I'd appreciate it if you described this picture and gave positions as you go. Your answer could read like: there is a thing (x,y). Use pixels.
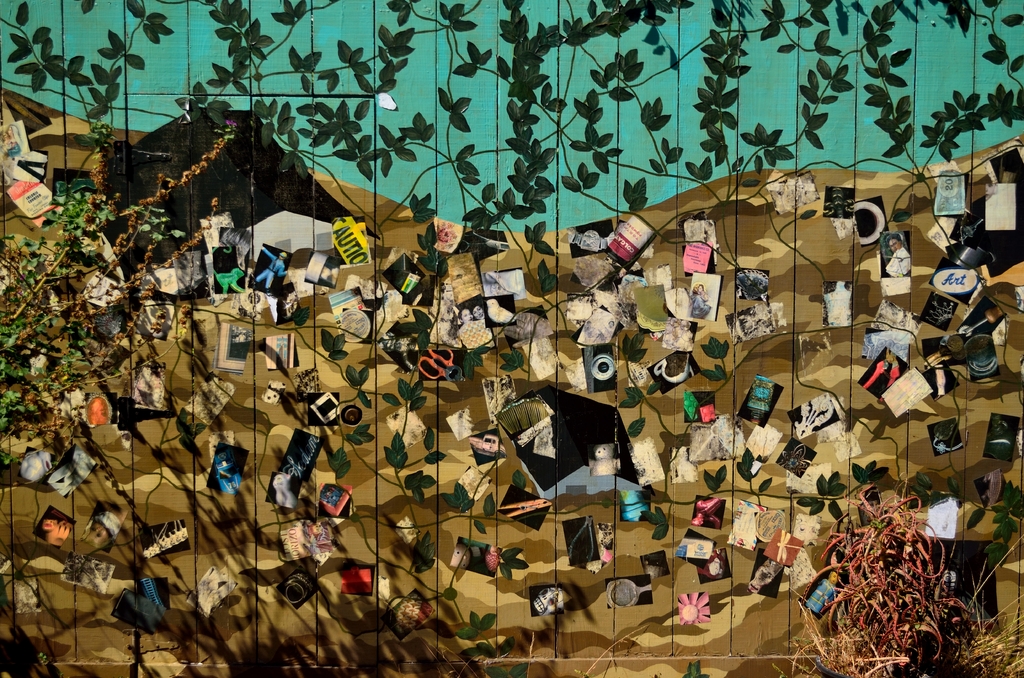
In this image we can see a painting (405,253) on the wall (383,166).
